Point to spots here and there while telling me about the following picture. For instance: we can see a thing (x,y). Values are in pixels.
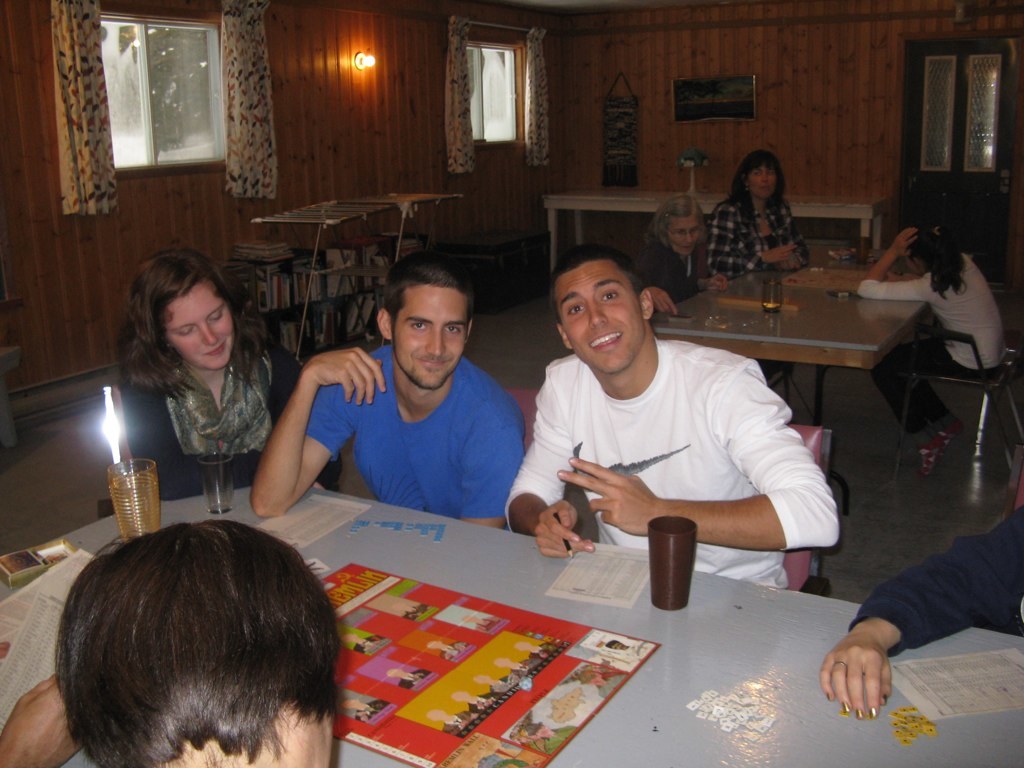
In this picture we can see a group of people (683,423) sitting on the chairs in front of the table (663,634) on which we have some cups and some sheet (293,540).
